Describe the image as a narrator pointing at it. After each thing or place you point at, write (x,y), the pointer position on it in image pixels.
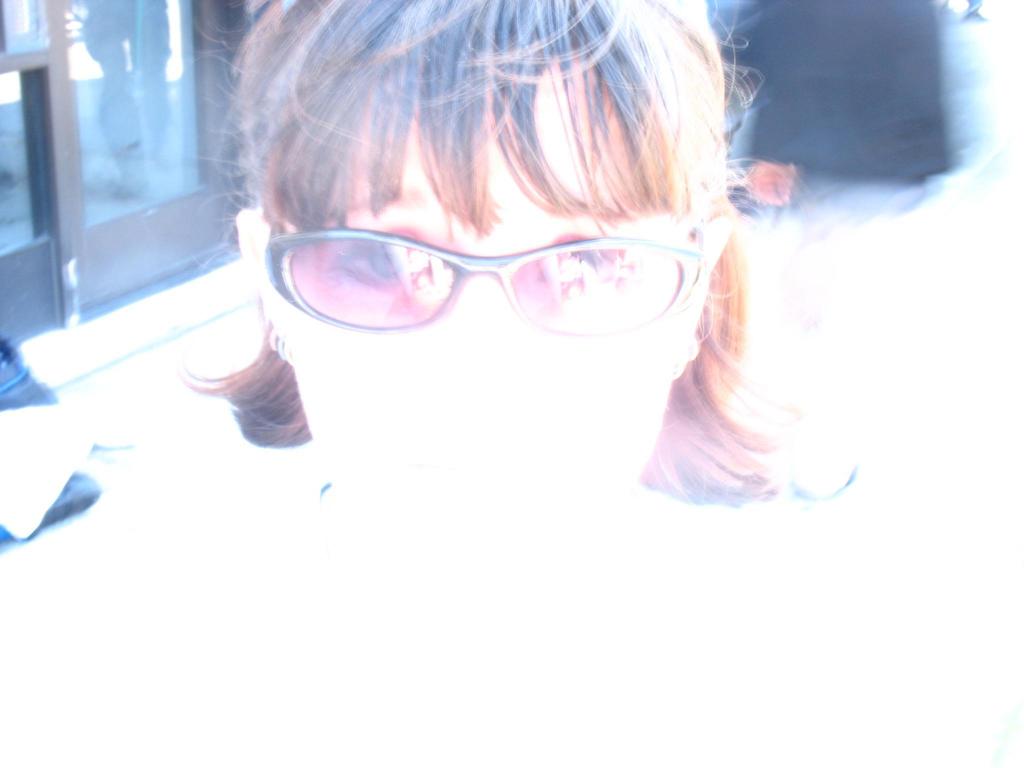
In this image, we can see a person (317,289) wearing spectacles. We can see the background (998,139). We can also see some objects (19,377) on the left (5,374). We can also see some glass (148,61).
